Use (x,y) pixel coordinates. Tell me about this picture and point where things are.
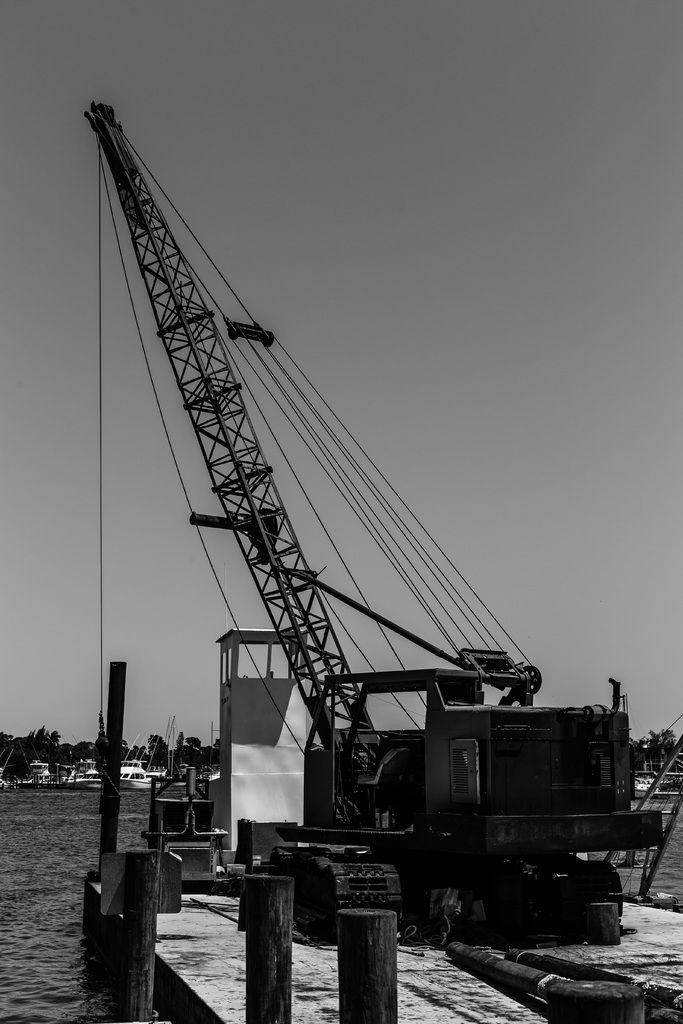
In this picture I can observe mobile crane (209,390). In the bottom of the picture (389,998) there are wooden poles (153,872). I can observe a river (64,824) in front of the crane (276,832). In the background (74,759) there are trees (18,745) and sky (114,353).
